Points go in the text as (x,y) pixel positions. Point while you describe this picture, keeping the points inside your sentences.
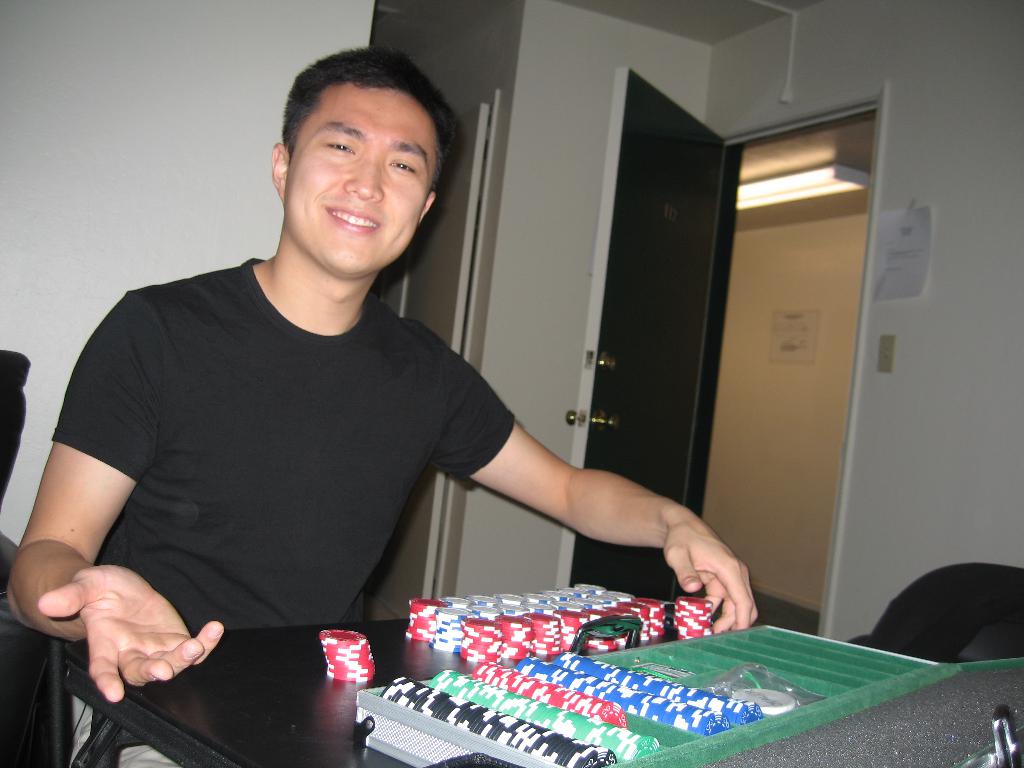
In this image we can see a man (398,202) is sitting and smiling, and in front (660,672) here is the table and some objects (673,653) on it, and at back here is the door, and at side here is the wall (919,386).
